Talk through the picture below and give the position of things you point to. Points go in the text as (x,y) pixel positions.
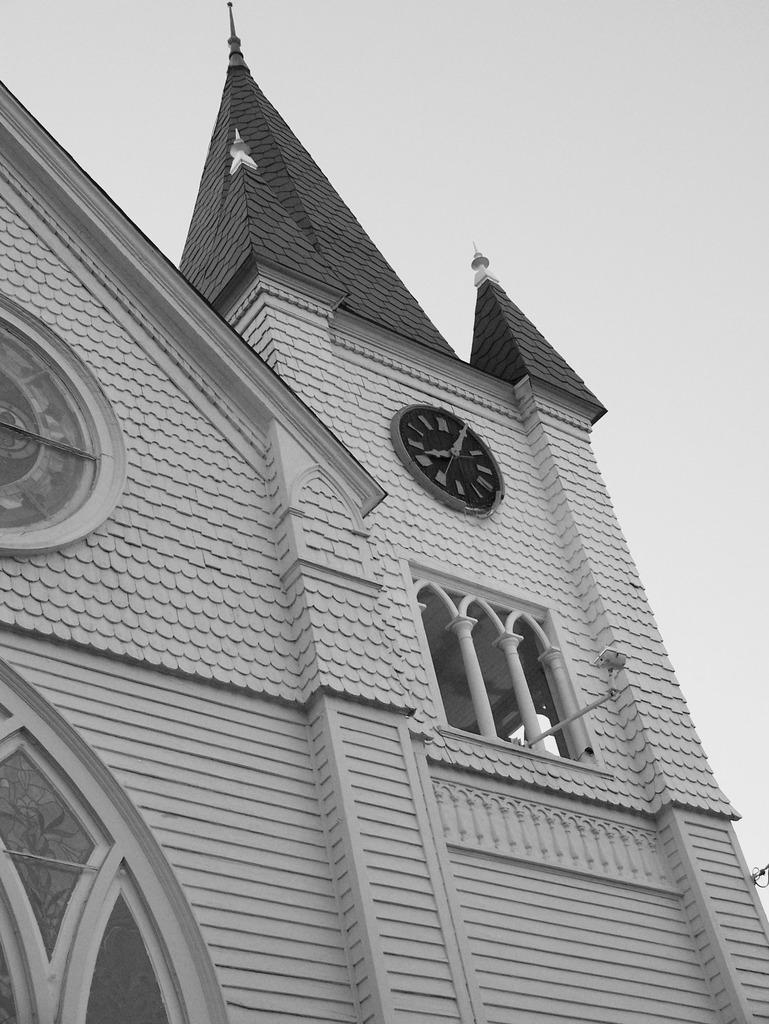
In this image I can see the building (292,837). I can see the clock (436,486) to the building (321,444). In the background (373,199) I can see the sky (526,239) and this is a black and white image.
